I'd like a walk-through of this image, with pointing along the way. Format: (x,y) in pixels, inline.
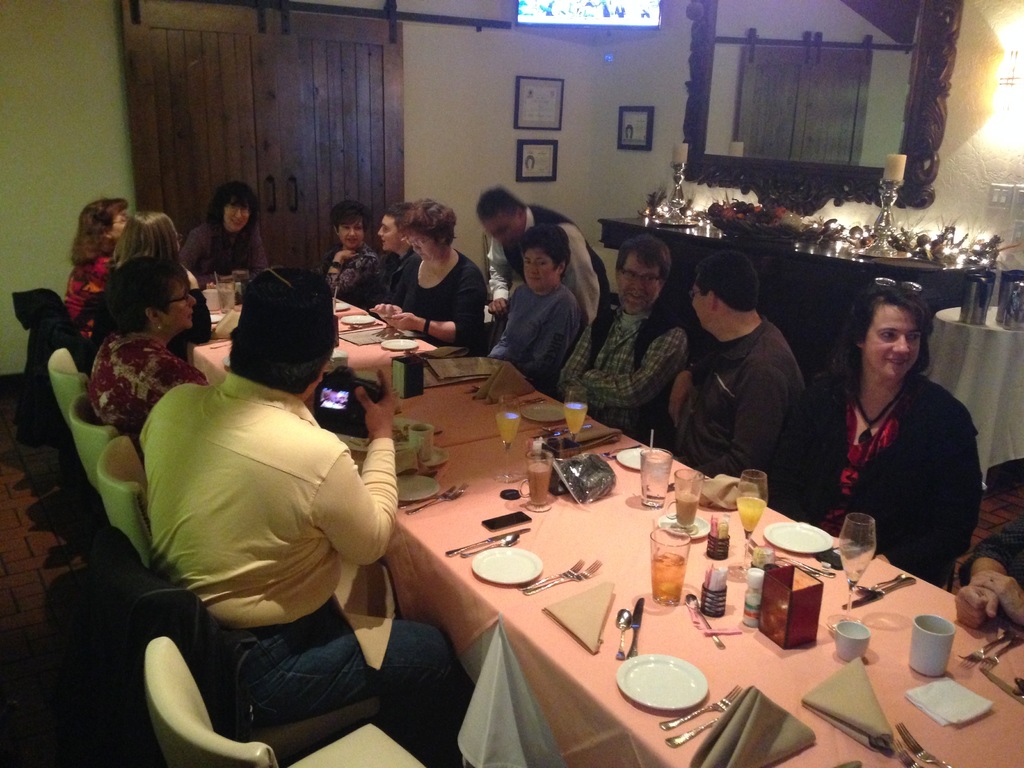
This picture shows group of people (285,380) in front of a dining table (446,542), in the background (256,166) we can see a door (305,134) some of the portraits (543,121) here and there is a mirror (782,97) here, in the dining table (477,419) there are some of the glasses (852,579), cups (912,646), tissue papers (766,705) and plates (662,699).
